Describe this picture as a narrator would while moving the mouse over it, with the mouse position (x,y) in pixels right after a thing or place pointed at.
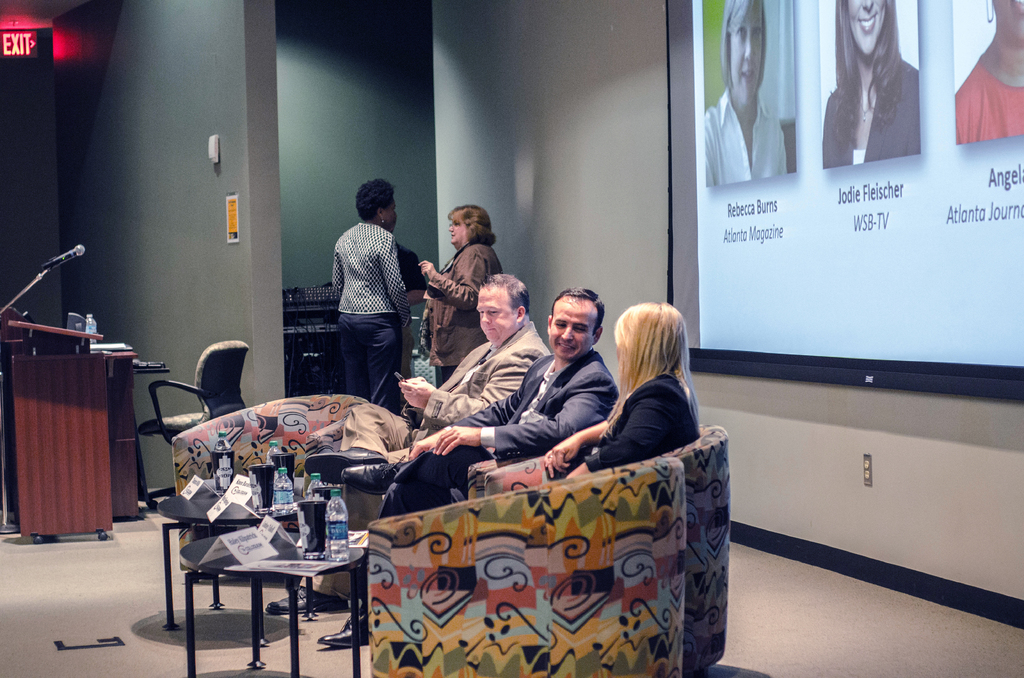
This picture shows a group of people (432,400) sitting on the chairs (387,597) and we see water bottles (289,496) on the table (328,551) and we see two women (447,310) standing and we see a projector screen (693,229).
